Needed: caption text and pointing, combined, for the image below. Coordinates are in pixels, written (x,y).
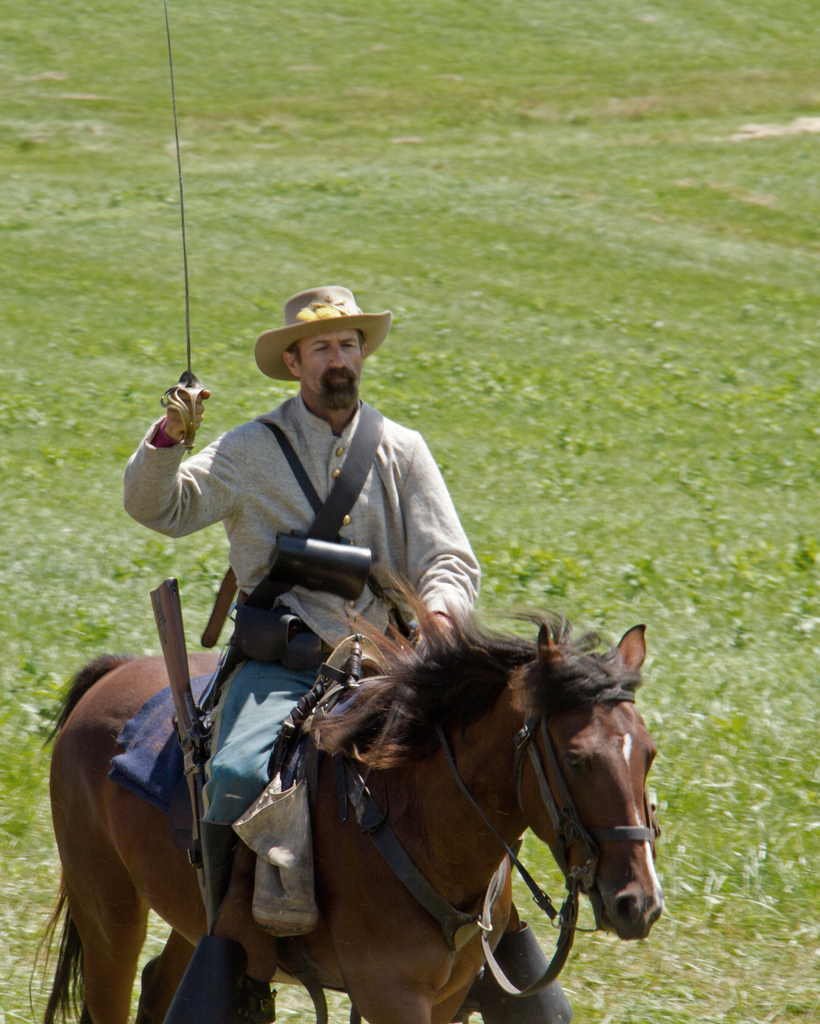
This picture is clicked outside the city. In the foreground (369,351) there is a man (229,534) holding a sword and riding a horse (438,820). In the background (729,431) we can see the green grass (576,247).
